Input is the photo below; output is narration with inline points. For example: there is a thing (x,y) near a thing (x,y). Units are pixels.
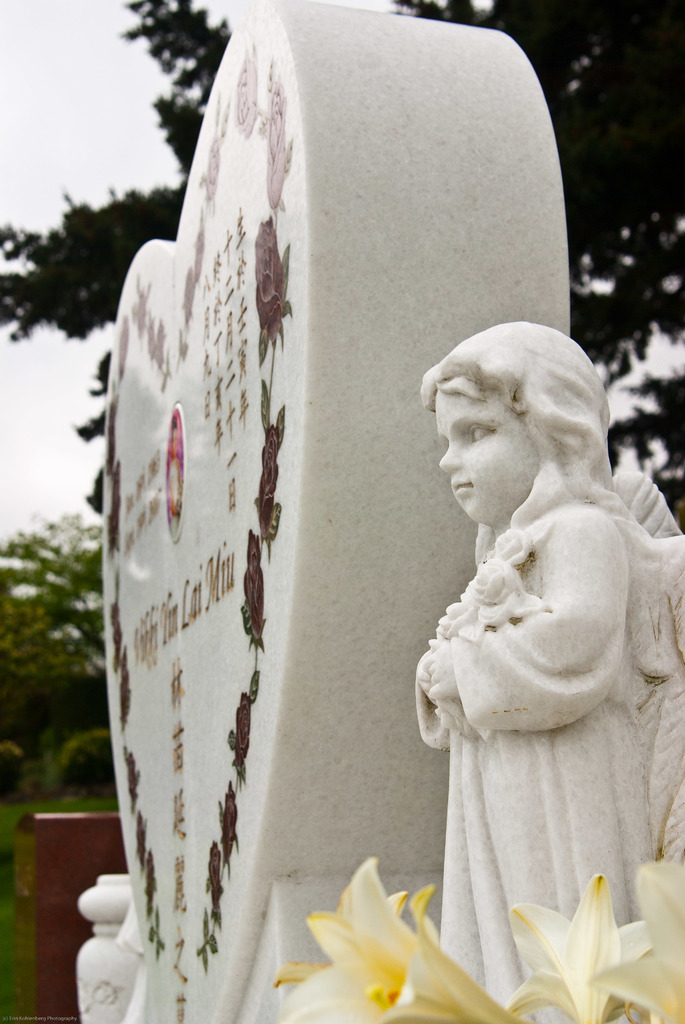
In this image there are flowers (351,958), sculptures (175,416), and in the background (5,704) there are trees (41,587), sky (116,146).
